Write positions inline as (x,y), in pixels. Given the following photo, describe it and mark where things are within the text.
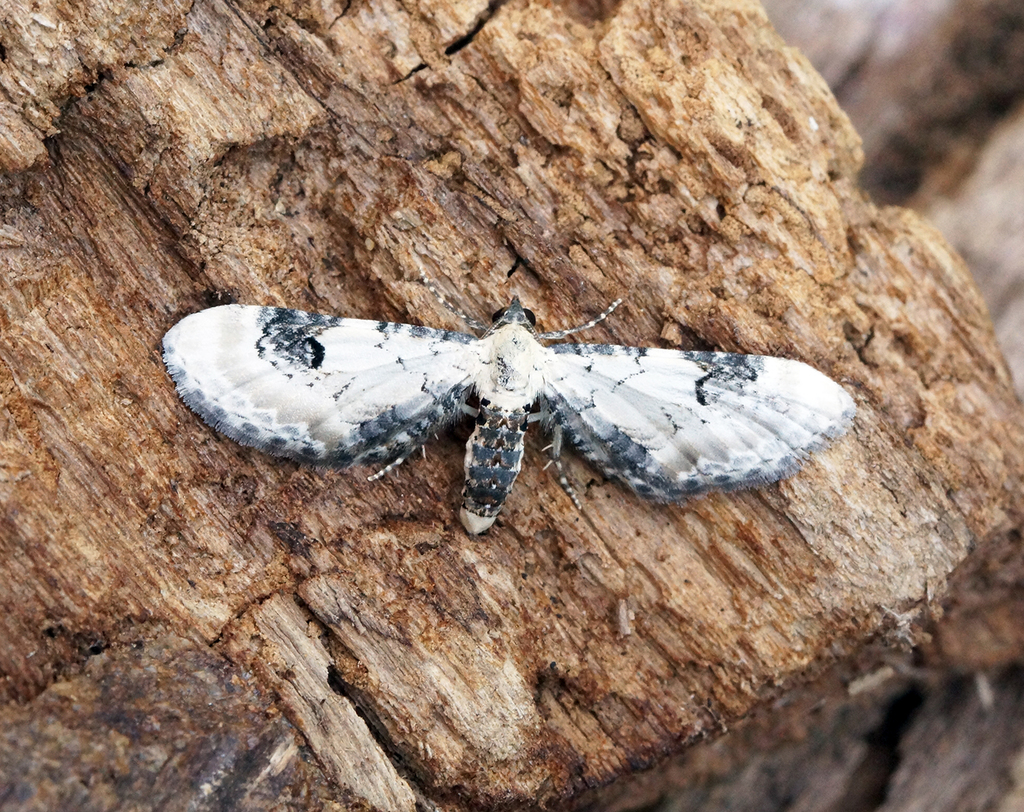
Here we can see an insect (639,426) on this wooden surface (997,493). Background (969,10) it is blur.
